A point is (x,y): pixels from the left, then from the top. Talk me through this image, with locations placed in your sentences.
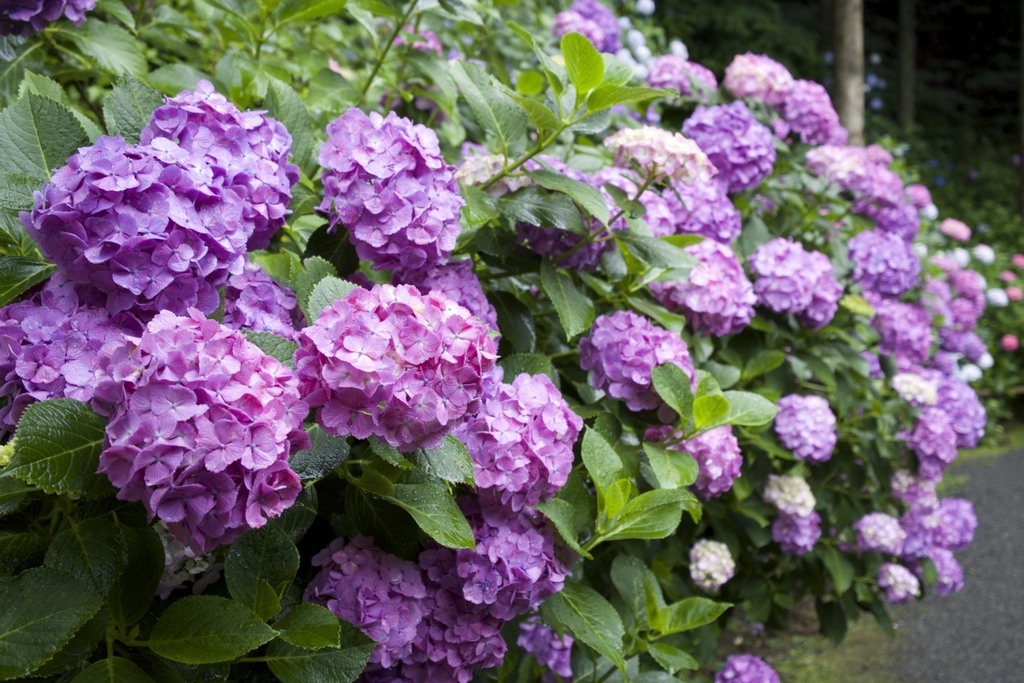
In this picture, I can see a bunch of flowers (184,192), leaves (406,469), after that i can see a stem (851,60) and also a road (985,527).
